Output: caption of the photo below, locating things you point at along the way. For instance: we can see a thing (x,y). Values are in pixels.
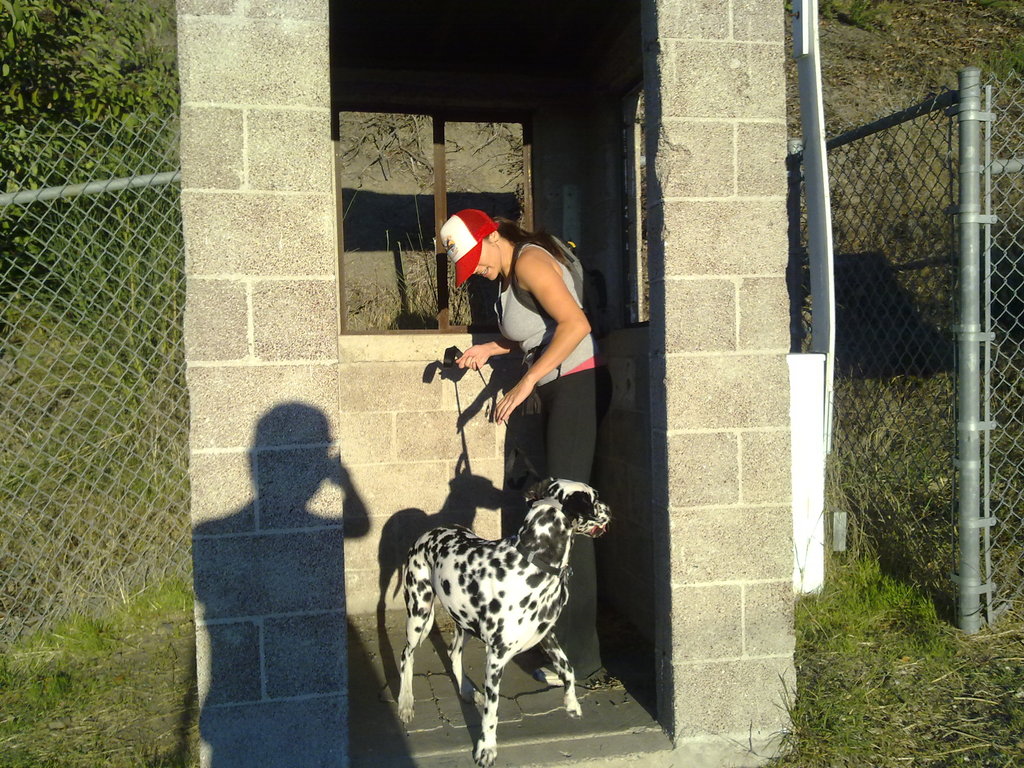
In this picture we can see woman (525,315) wore cap (462,245) and holding dog (513,583) with the rope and beside to her we can see pillar (290,119), net fence (108,400), plant (116,110), tree (96,108) with pole (972,335).
